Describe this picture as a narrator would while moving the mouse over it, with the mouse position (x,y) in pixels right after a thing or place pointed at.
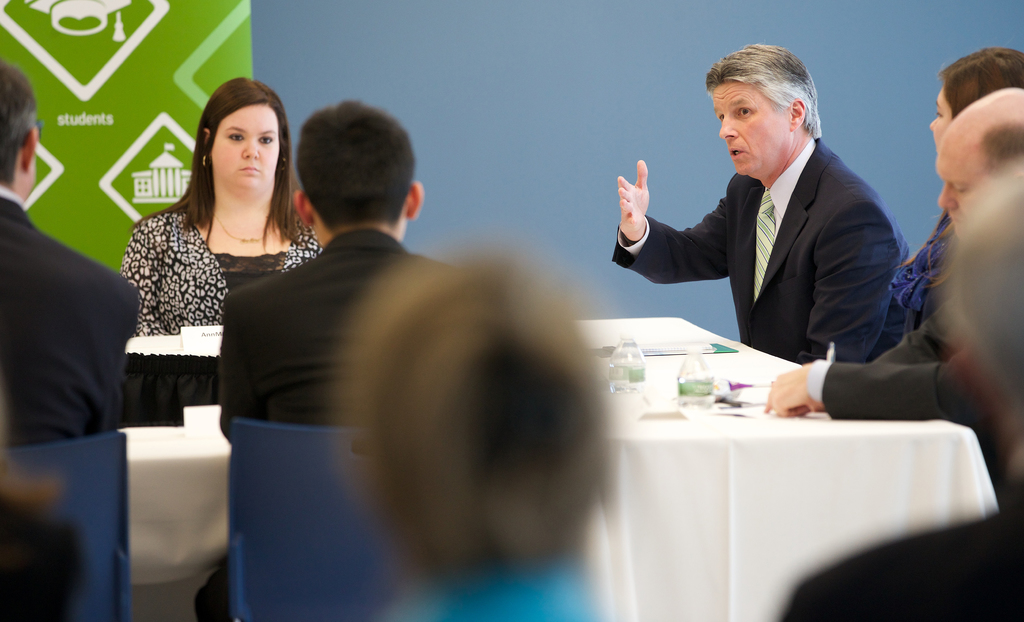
In this image i can see group of people (230,209) sitting, a man (770,182) sitting is talking, there are two bottles (687,388) on a table (665,325), at the back ground (581,134) i can see a wall (449,159).
